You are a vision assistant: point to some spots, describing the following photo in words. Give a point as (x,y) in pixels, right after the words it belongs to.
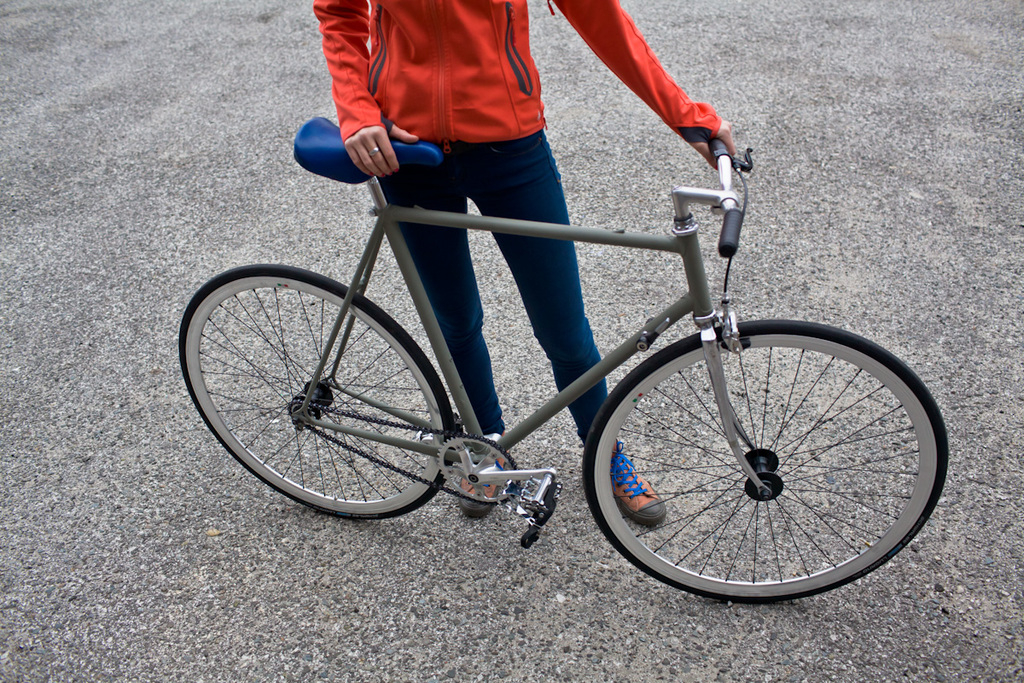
In this picture I can see the path (196,80), on which there is a cycle (318,174) and I see a person (400,166) holding it and I see that the person (394,94) is wearing orange color top (455,96) and blue color pants (521,218).
